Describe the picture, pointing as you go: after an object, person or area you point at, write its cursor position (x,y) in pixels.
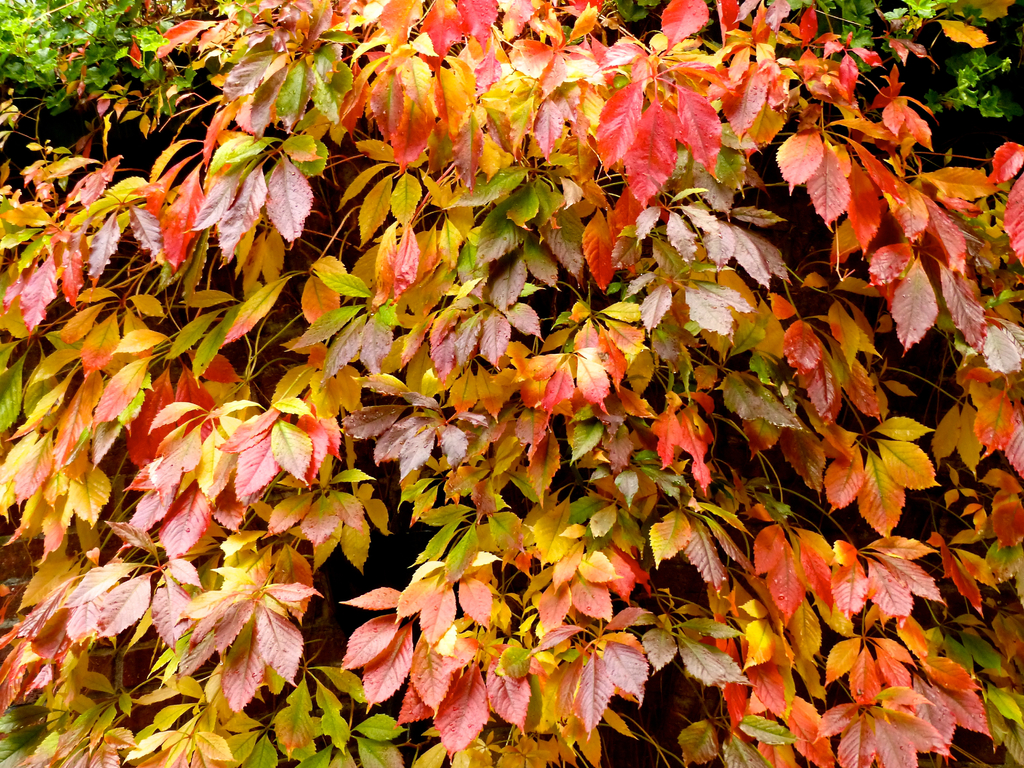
In the picture we can see many groups of plants (871,675) with leaves (279,641) some are red in color, some are yellow in color and some are green in color.
